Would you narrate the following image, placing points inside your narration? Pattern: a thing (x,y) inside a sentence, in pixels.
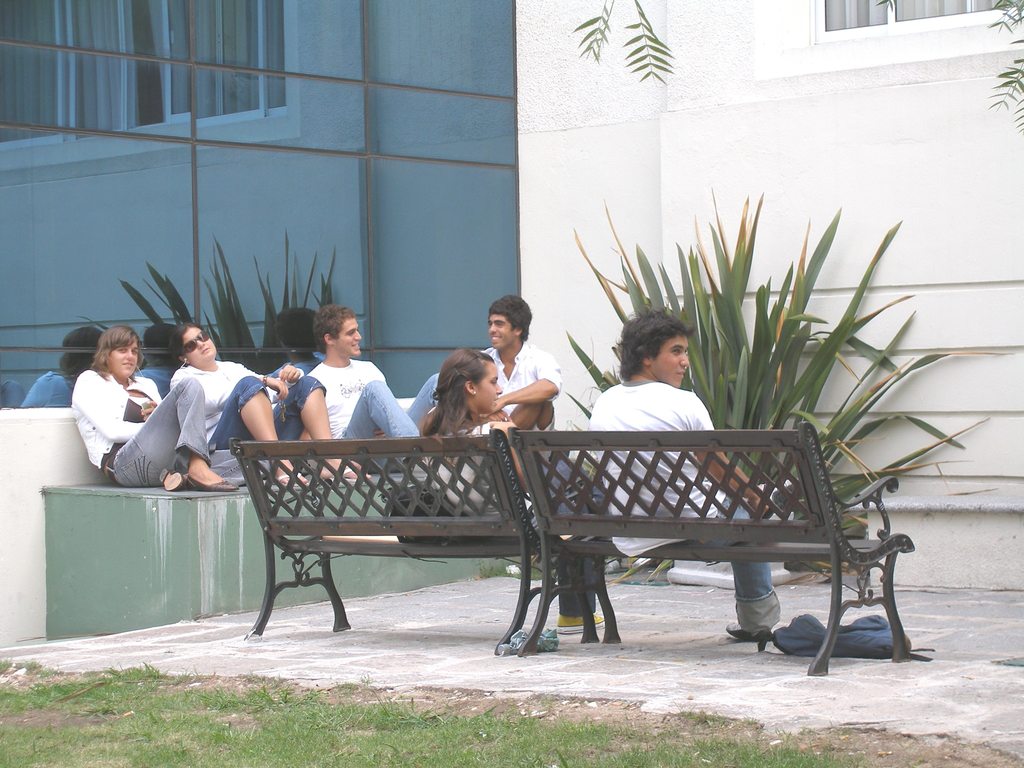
In this image In the middle (489,474) there is a bench (527,524) on that there are two people (672,492) sitting. On the left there is a man (145,427) he is sitting he wears shirt (132,426) and trouser (178,448). On the left (196,471) there are four people (354,367) sitting on the stone (216,549). In the background (602,341) there is a plant (830,356), wall (991,327), window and glass (327,112).
